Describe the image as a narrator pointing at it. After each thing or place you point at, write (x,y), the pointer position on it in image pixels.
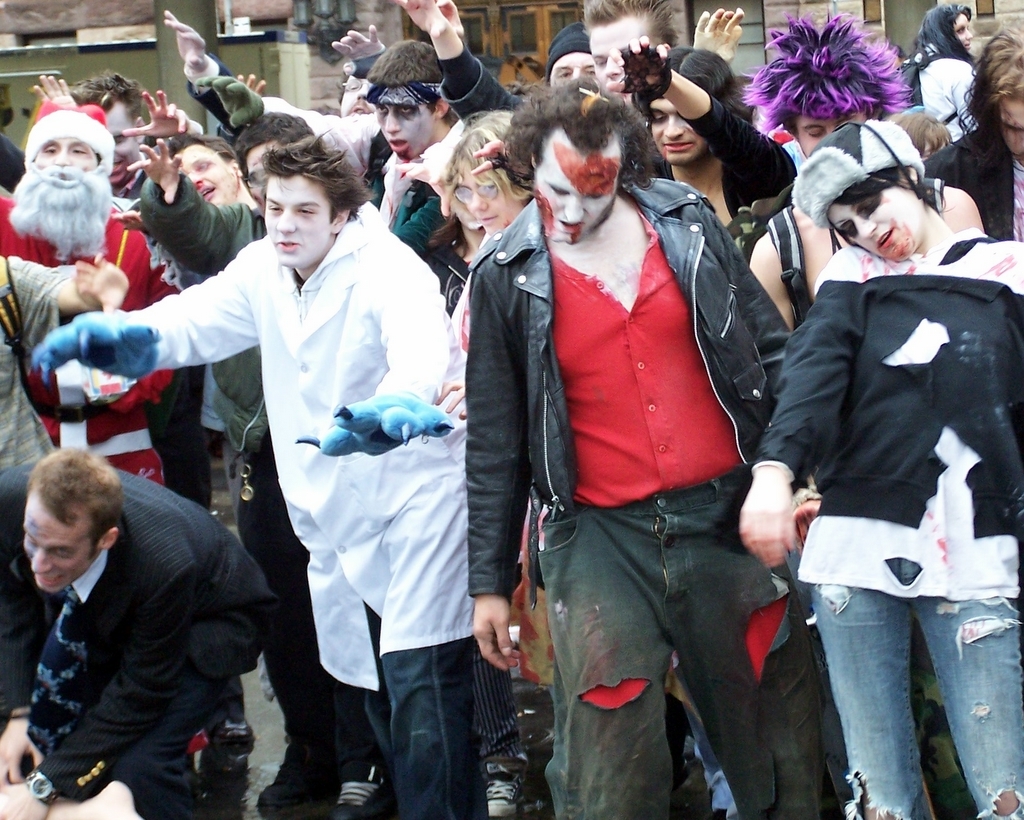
In this image I can see the group of people (586,354) standing and wearing the different color dress (495,439). In the back (204,27) I can see the building (49,52) which is in green color. I can also see few people (34,180) with hats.
